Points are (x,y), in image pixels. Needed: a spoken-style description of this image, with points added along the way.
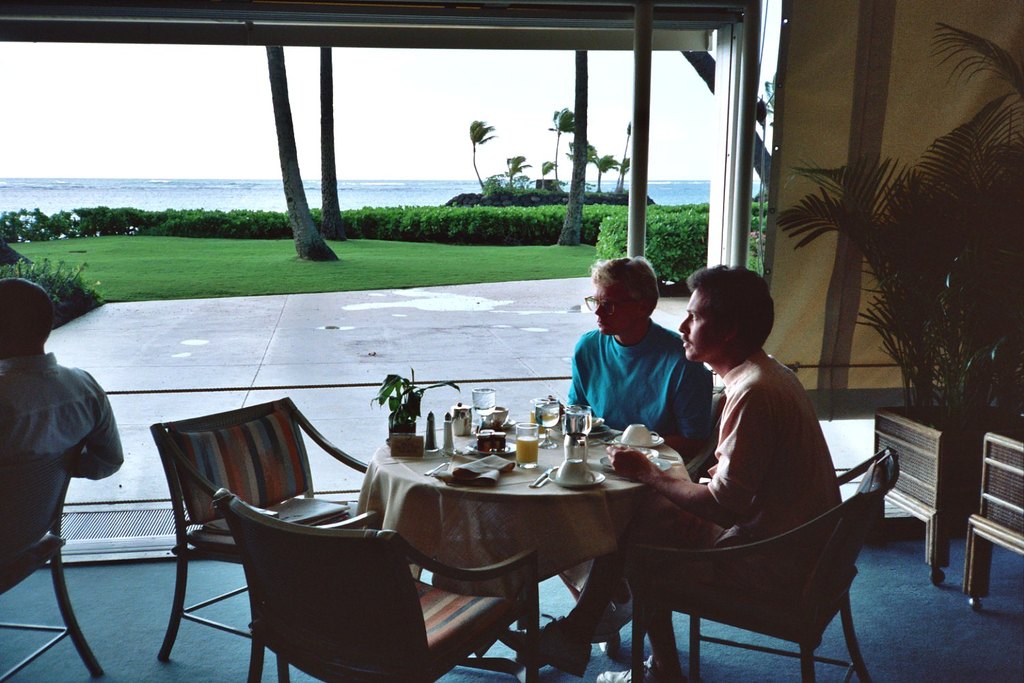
In this picture we can see three people (38,432), they all seated on the chair (8,464), in front of them we can find couple of glasses (532,446), cups (573,472), papers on the table (462,447), in the background (520,266) we can see couple of plants (675,215), grass (450,252), trees (574,184) and some water (198,191).
